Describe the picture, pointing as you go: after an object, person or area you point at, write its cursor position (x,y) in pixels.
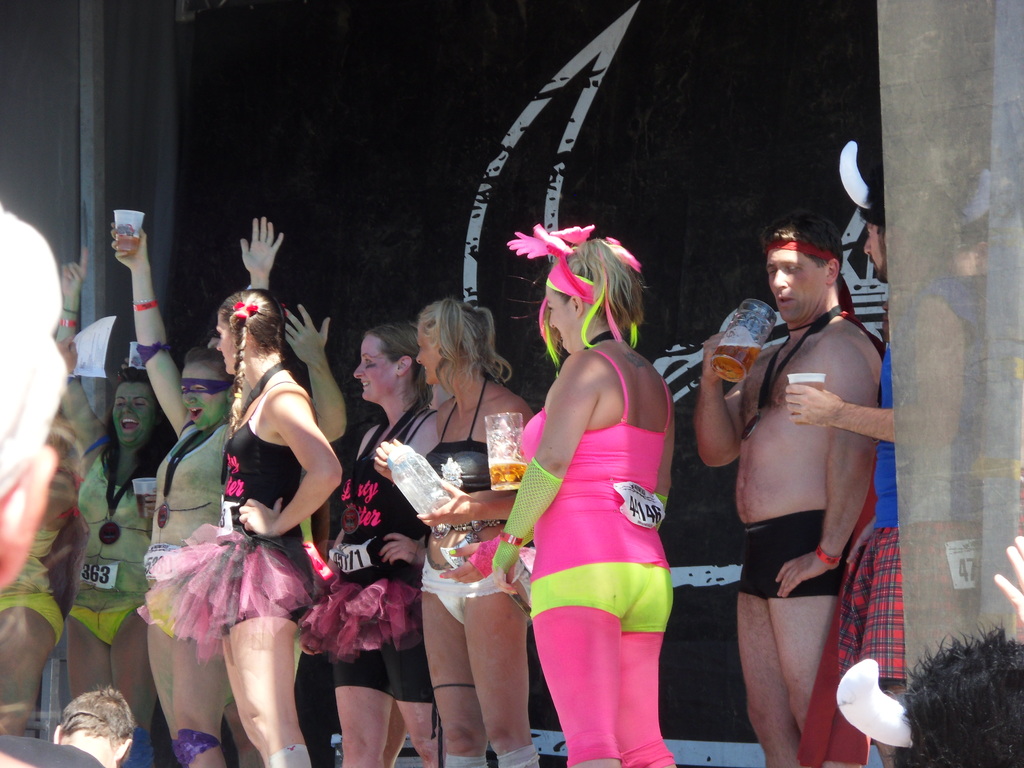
There are people (474,437) in the center of the image (437,405), it seems like they are wearing costumes (172,491) and there is a curtain (743,221) in the background area (629,152). There is a panel (929,365) on the right side (899,451).
